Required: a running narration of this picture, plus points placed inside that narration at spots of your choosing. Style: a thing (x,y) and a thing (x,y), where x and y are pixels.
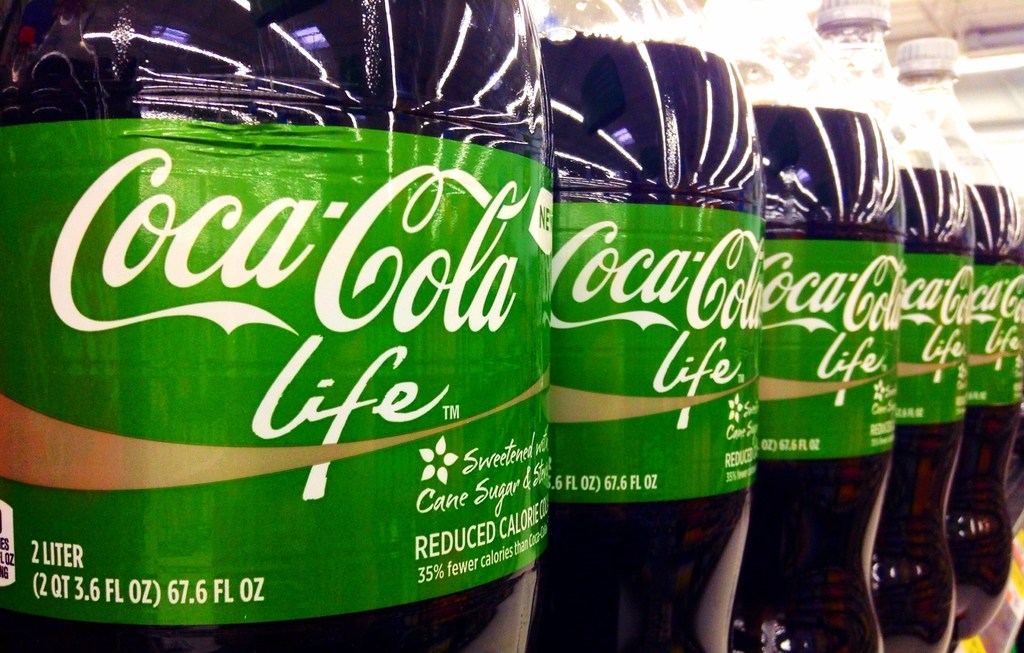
In this picture i could see the coca cola bottles (203,358) arranged in a row to which the lid (934,59) is kept closed.
